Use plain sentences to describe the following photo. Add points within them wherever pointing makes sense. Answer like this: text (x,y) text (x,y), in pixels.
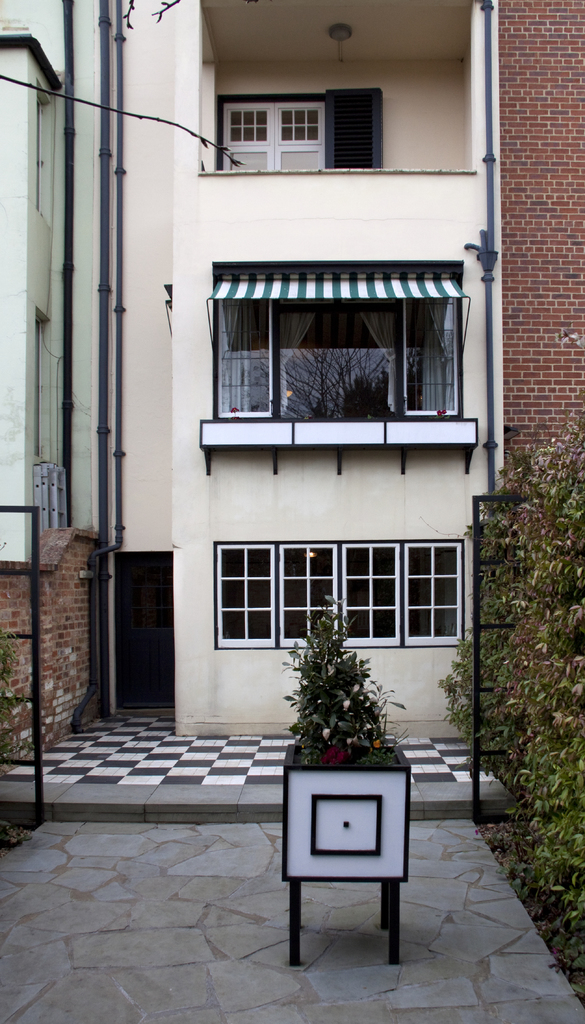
This picture shows about the beautiful small house (178,355) with glass balcony (366,356) and window (273,599). In front (366,844) we can see a small white color flower pot (338,827) and flooring tiles (200,969) in the ground (373,976).
